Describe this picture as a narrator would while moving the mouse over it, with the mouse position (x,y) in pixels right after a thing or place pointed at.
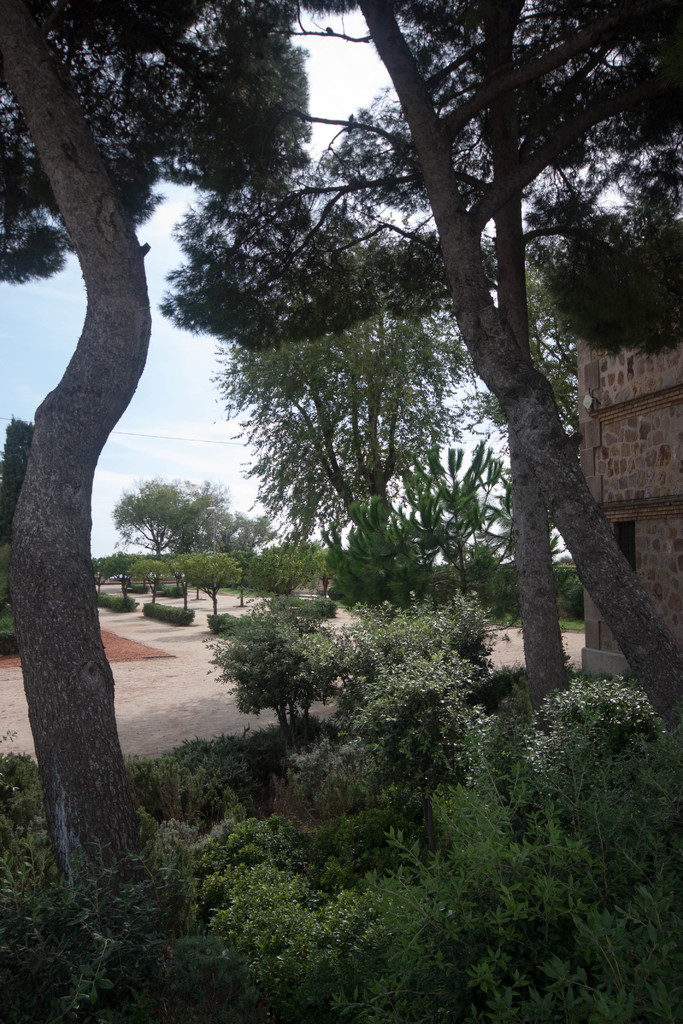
In this image we can see some trees (290,673), garden (261,625), at the right side of the image (682,440) there is house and at the background of the image (208,357) there is clear sky (237,426).
